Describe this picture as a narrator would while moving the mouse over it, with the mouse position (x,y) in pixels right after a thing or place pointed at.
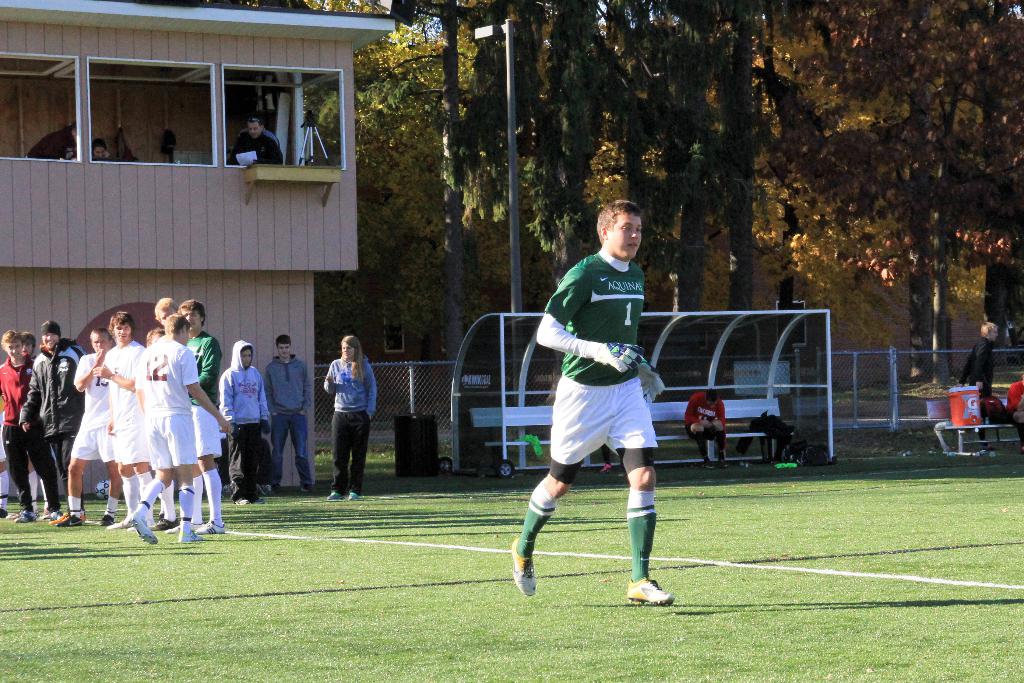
In this image we can see this person (621,418) wearing green T-shirt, socks (526,544) and shoes (527,589) is walking on the ground (503,617) and here we can see a few more people (292,387) standing on the ground (343,504). Here we can see the fence (947,357), benches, wooden house (162,282) in which we can see a few people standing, we can see tripod stand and trees (420,163) in the background (384,193).
